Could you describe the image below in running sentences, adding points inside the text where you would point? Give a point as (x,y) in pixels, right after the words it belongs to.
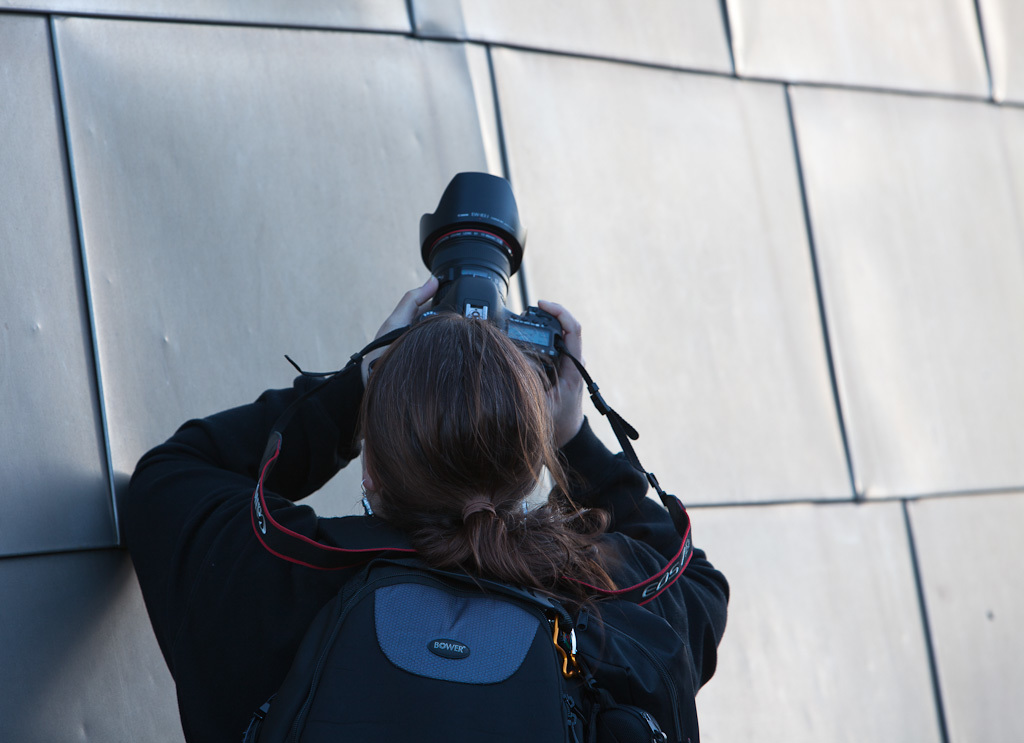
In this picture we can see a person (425,378) carrying a bag (426,579), holding a camera (477,220) and in front of this person (486,337) we can see the wall (723,239).
